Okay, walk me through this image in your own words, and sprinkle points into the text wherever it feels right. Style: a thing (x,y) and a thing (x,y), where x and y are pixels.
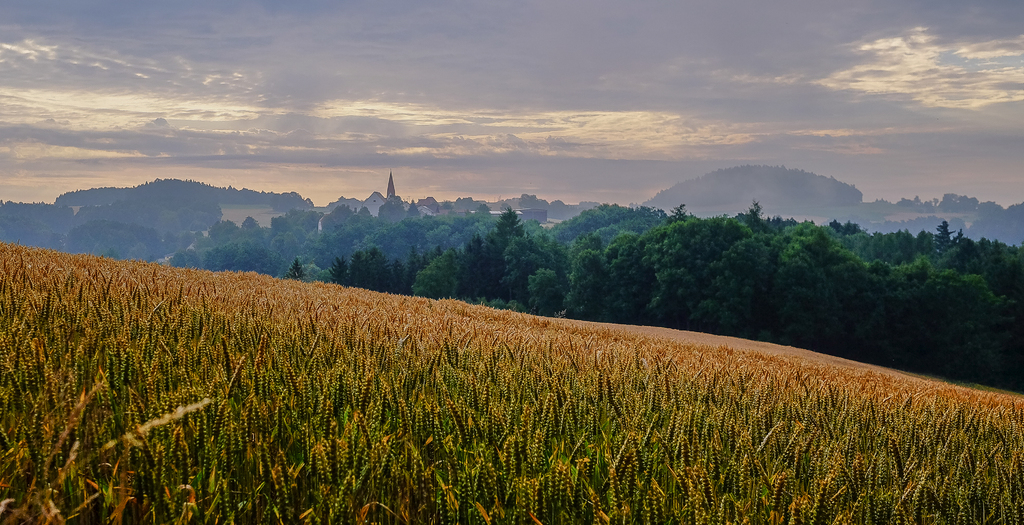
In this image we can see sky (562,104) with clouds (733,137), trees (668,243), buildings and agricultural farm (254,376).
